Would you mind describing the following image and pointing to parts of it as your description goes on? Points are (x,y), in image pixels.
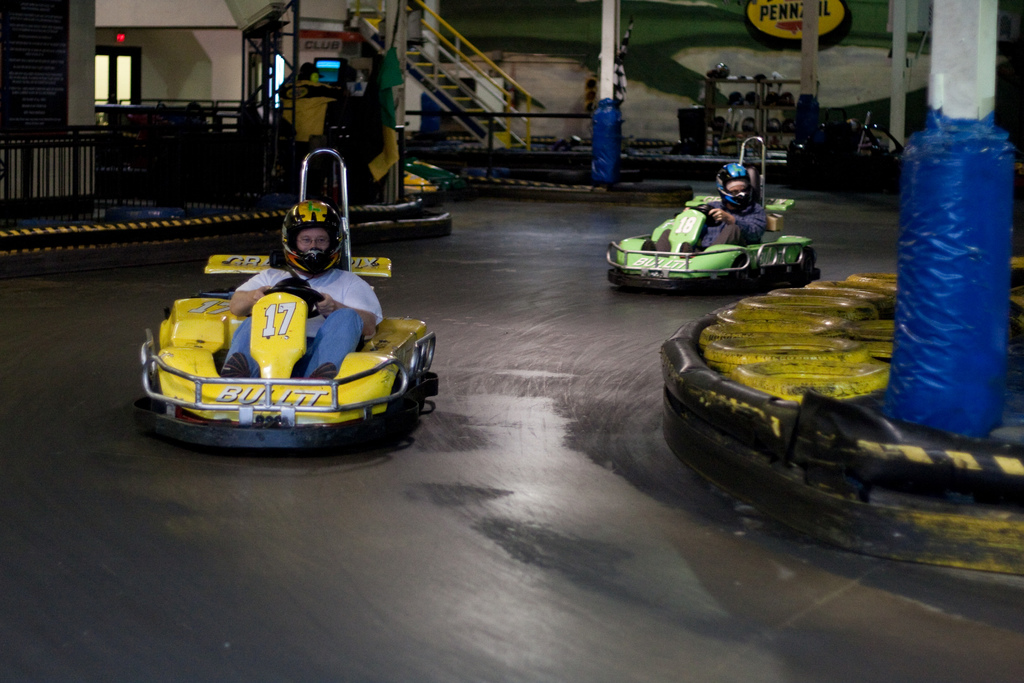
In this picture we can observe two persons (324,310) driving go-karts (301,306) which were in yellow and green color. Both of them were wearing helmets (331,220). They are driving go-karts (270,292) in the driving track (502,478). On the right side (801,334) there are yellow color tires (801,334) and a blue color pillar (900,331). In the background (456,84) there are stairs (443,70) and a railing (473,76). We can observe pillars (804,49). There is a wall (171,67) on the left side (182,66) which is in white color.
